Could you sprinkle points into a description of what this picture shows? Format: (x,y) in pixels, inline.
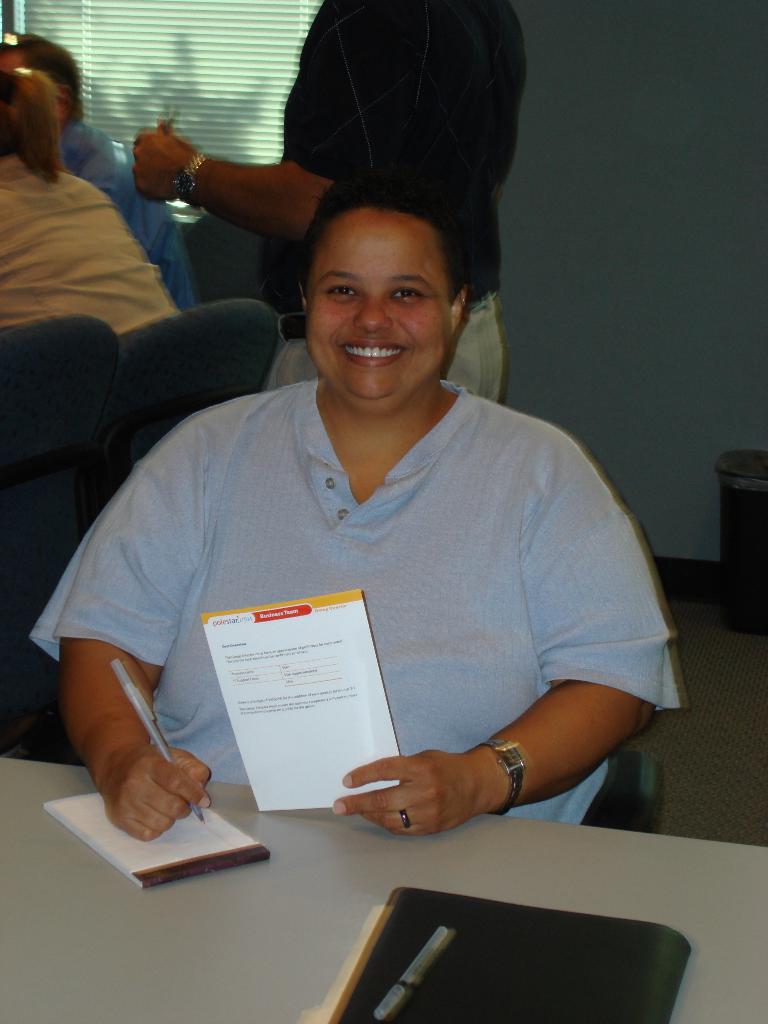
In this image there is a person (482,735) sitting on the chair (583,823) and holding a pen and a paper (283,670), there are books (586,980) and a pen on the table (259,961), and in the background (86,288) there is a person (516,87) standing, two persons (43,222) sitting on the chairs (37,413), and there is a wall (591,24).
